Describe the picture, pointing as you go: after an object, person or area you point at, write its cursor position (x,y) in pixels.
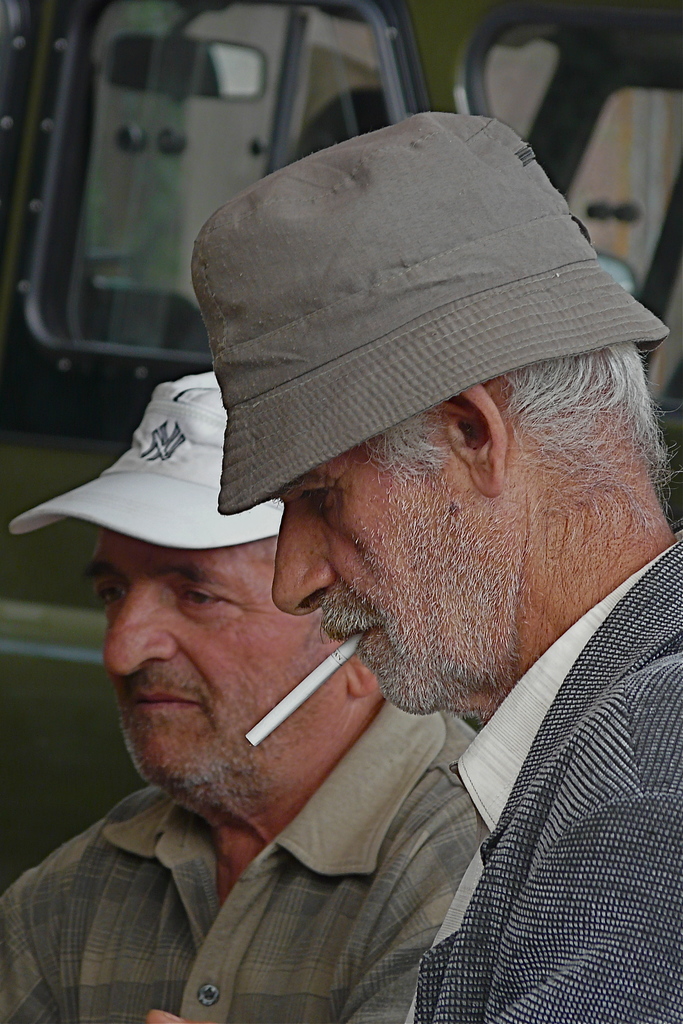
In this image we can see two men (339,718), a person (278,590) is smoking a cigarette (326,677) and there is a vehicle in the background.
